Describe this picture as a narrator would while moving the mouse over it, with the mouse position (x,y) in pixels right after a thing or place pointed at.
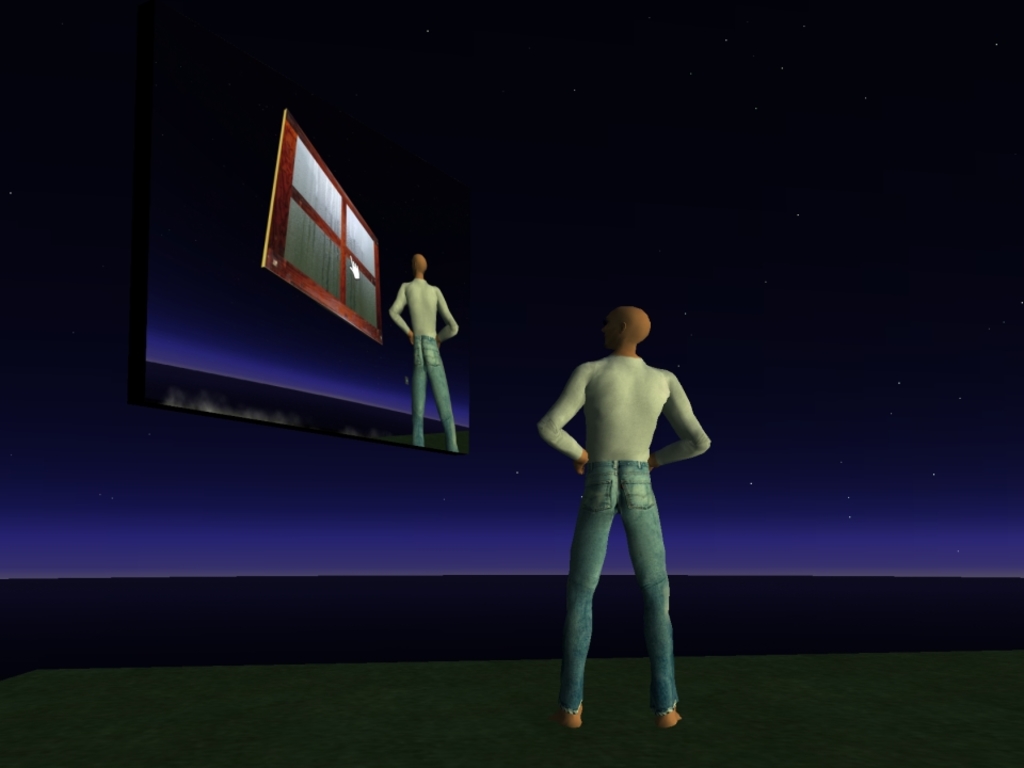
This is an animated image. In the image there is a man (630,418) standing. And also there is a screen (412,286). On the screen (424,366) there is a man (425,370) and a window (377,260). There is a dark background with stars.
